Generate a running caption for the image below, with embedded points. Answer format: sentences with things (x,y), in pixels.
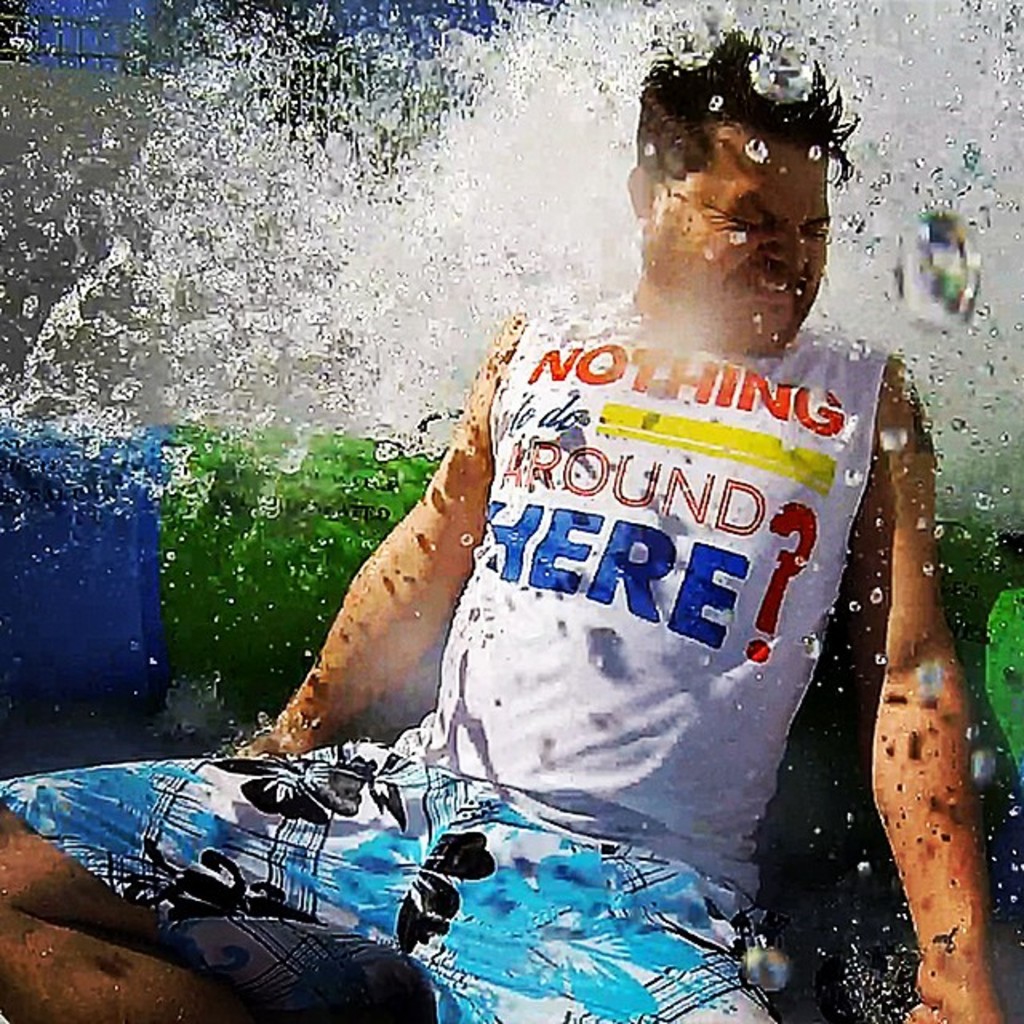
In this image there is a man (589,682), there is an object (266,568) behind the man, there is wall (64,216) towards the left of the image (109,38), there is the sky (104,4) towards the top of the image (92,37), there is water (952,219).
